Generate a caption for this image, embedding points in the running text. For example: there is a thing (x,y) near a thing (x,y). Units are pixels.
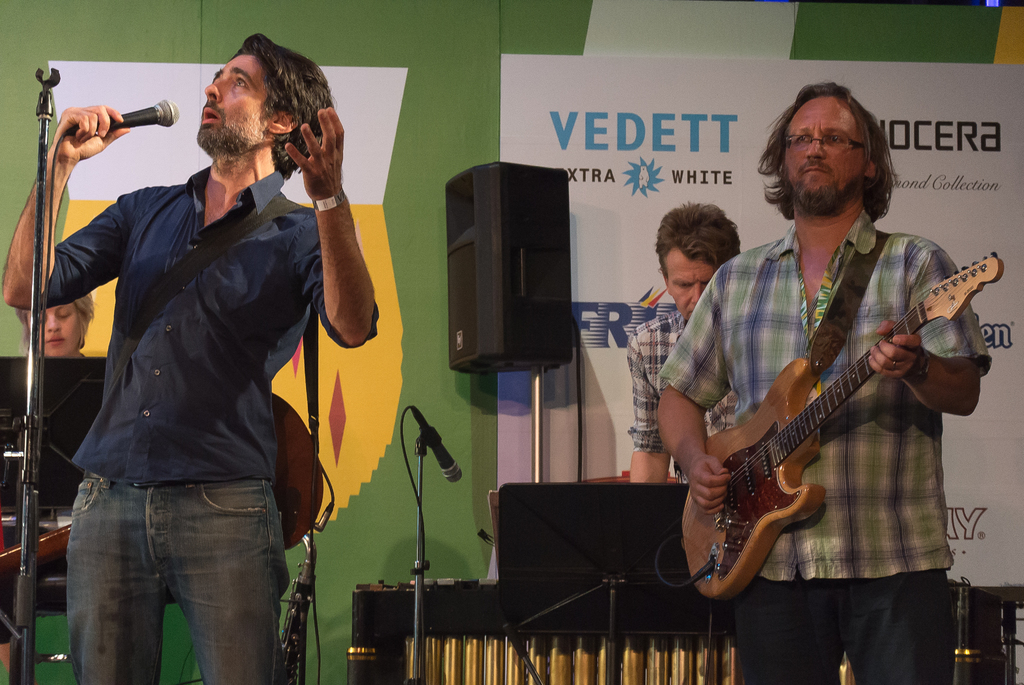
In this picture we can see a group of people (159,531), one person (184,515) is holding a mic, another person (841,563) is holding a guitar (744,580) and in the background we can see a speaker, mic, musical instruments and posters (757,165).
